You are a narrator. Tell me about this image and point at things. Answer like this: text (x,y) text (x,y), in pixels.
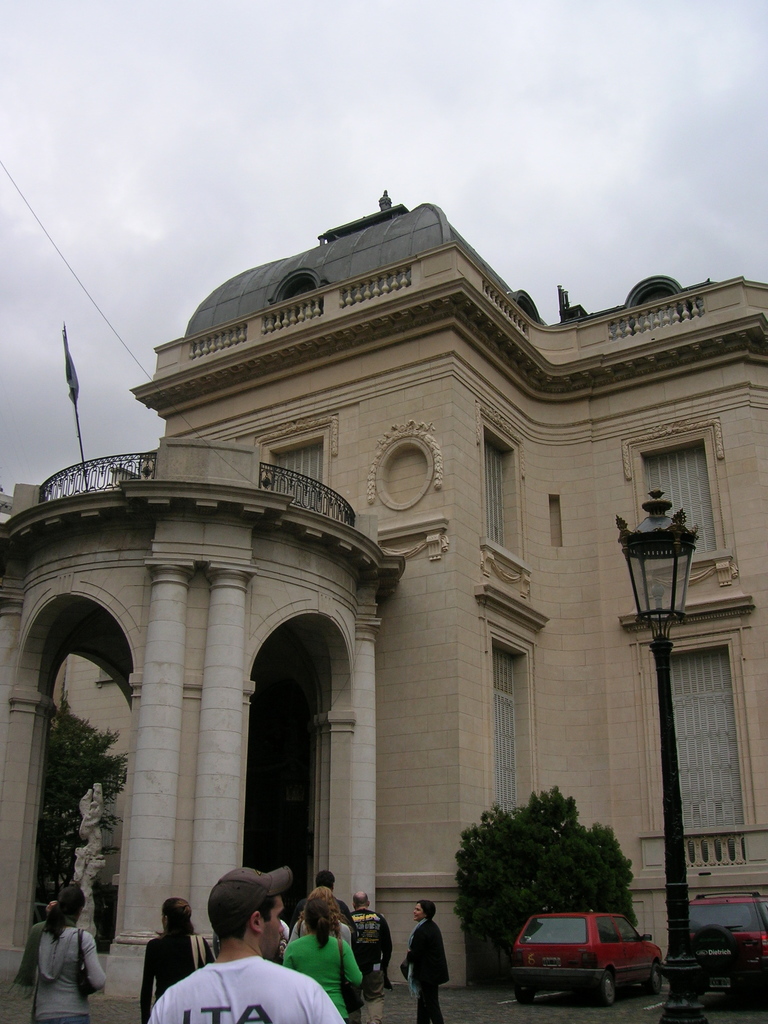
In the center of the image (487,471) there is a building (616,339). On the right side of the image (523,993) we can see tree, car (541,951) and light pole (656,552). At the bottom of the image (314,938) there are persons (290,957). In the background (246,183) we can see sky (225,140) and clouds (523,153).
